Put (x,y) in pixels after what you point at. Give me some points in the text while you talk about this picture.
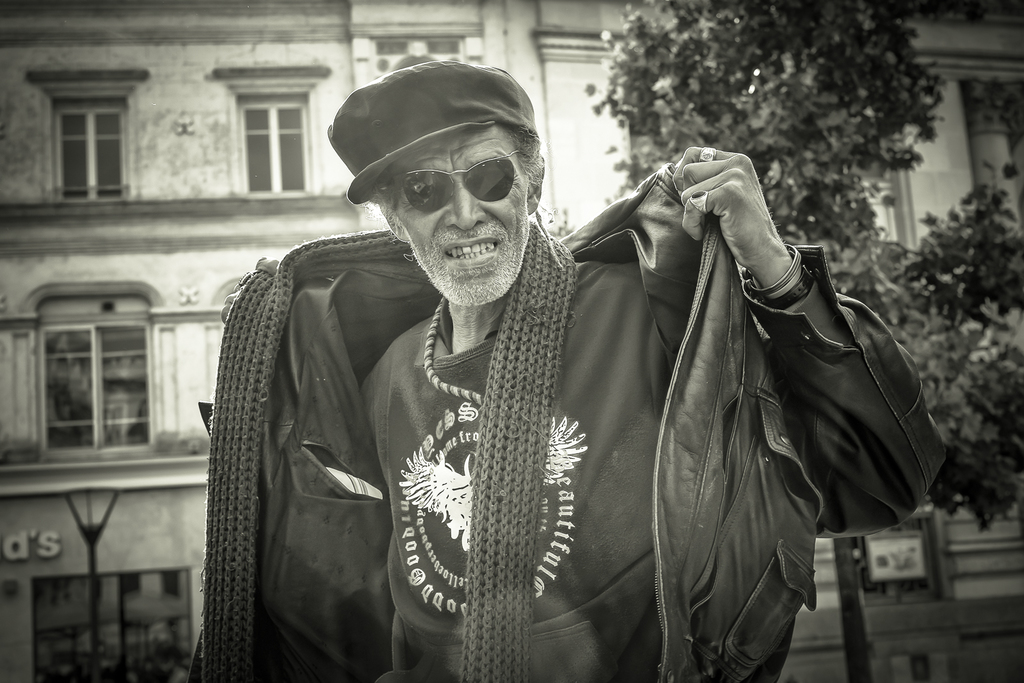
In this image I can see the person (562,434) wearing the dress (528,416) and also goggles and cap (361,97). In the background (243,184) I can see the trees (771,145) and building (79,317) with windows (35,626).
